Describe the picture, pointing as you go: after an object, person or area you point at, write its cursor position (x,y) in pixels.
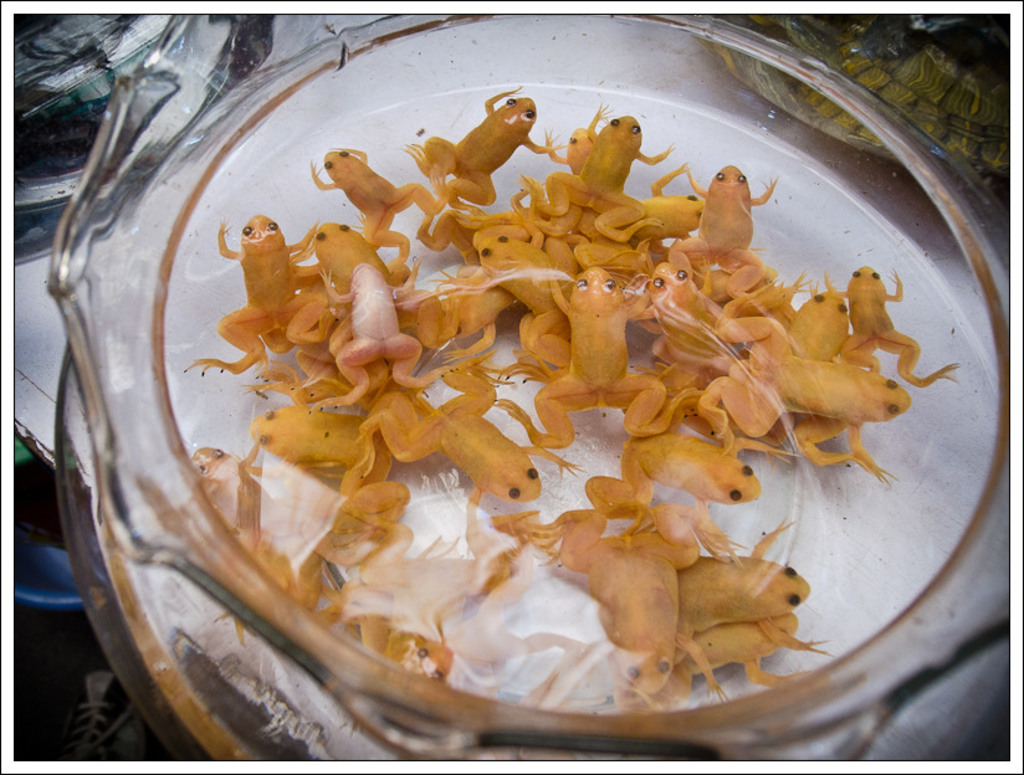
In this image there are few frogs (727,579) in the glass jar (479,718) which is on the table (17,358) having few objects (963,83) on it. Left bottom there are few objects (94,701) on the floor (76,668).
